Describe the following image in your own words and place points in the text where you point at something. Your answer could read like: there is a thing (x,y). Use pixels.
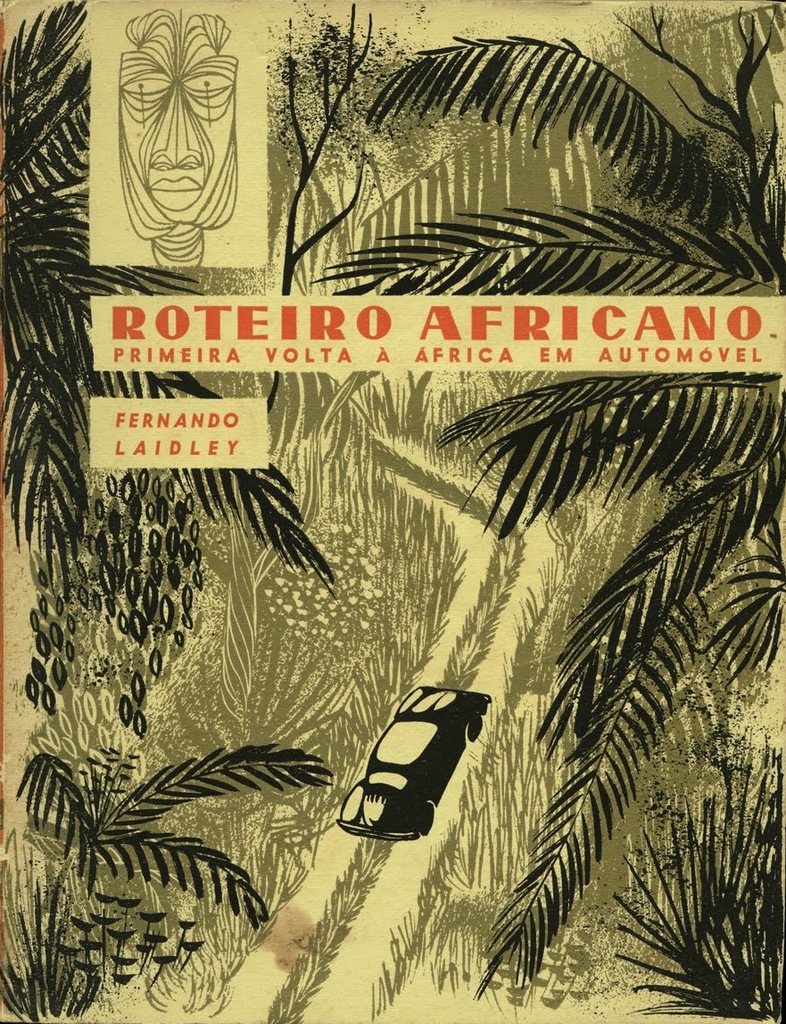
In this image I can see the depiction picture. In that picture I can see number of trees (193,866) and on the bottom side of the image (415,729) I can see a black color car (425,742). I can also see something is written on the top side of the image (136,333).
